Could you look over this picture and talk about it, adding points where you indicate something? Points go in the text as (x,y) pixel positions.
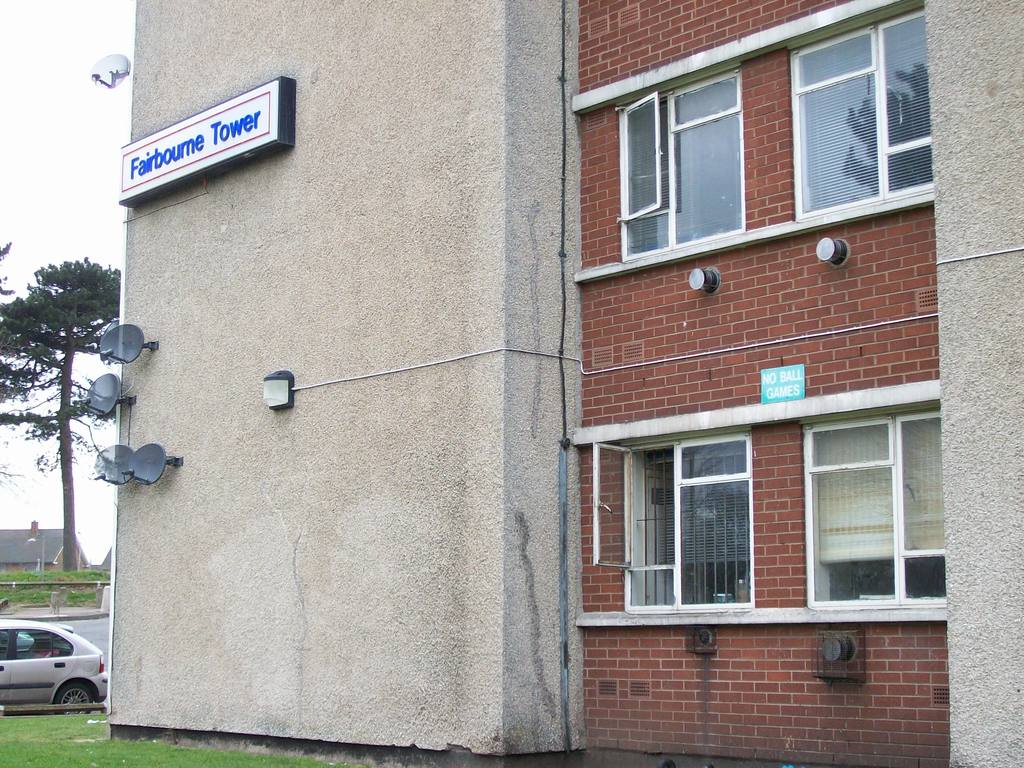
In this image there is a building (509,456) on the right side (690,485). To the building (624,389) there are windows (822,505). On the left side (70,643) bottom there is a car (54,665) on the road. There are few antennas (117,402) attached to the wall (173,394). In the background (36,434) there is a tree (27,431). There is a name board (173,160) attached to the wall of the building (195,144).
